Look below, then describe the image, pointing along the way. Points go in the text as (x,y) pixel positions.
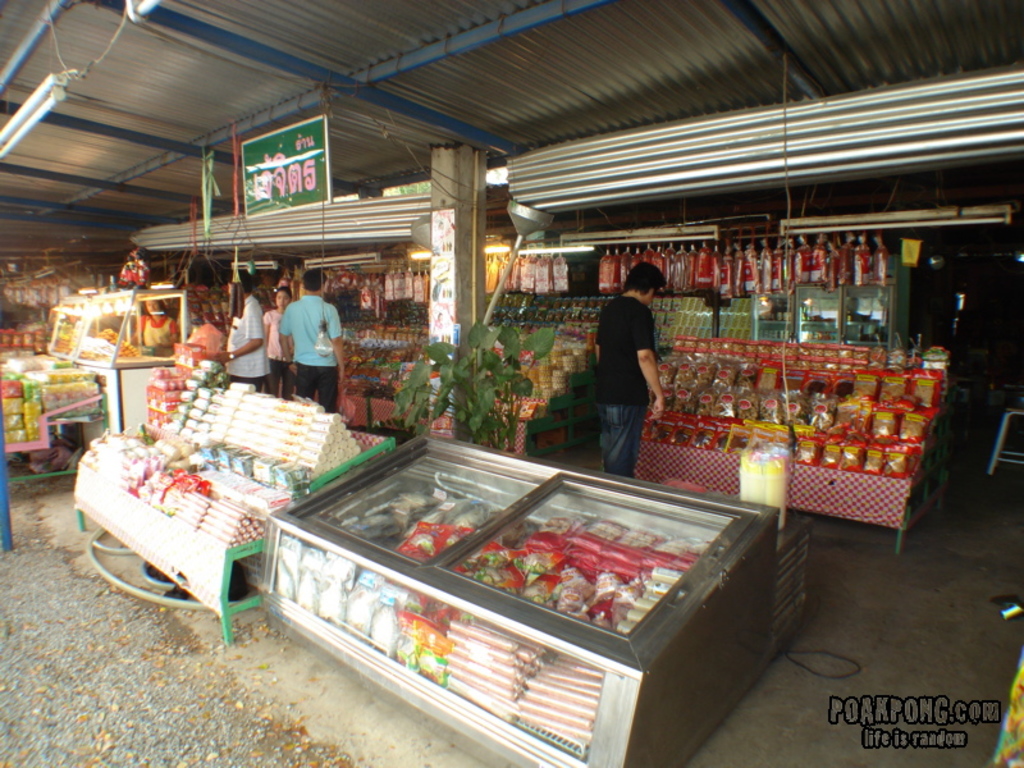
In this image, there are few people (340,331) standing. I think these are the stores (389,409). I can see the things (691,420), which are arranged in an order and placed on the tables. These are the tube lights (378,258). I think this is a rolling shutter (689,172). I can see a name board (255,140) hanging. At the bottom of the image (846,721), that looks like the watermark (908,728).
